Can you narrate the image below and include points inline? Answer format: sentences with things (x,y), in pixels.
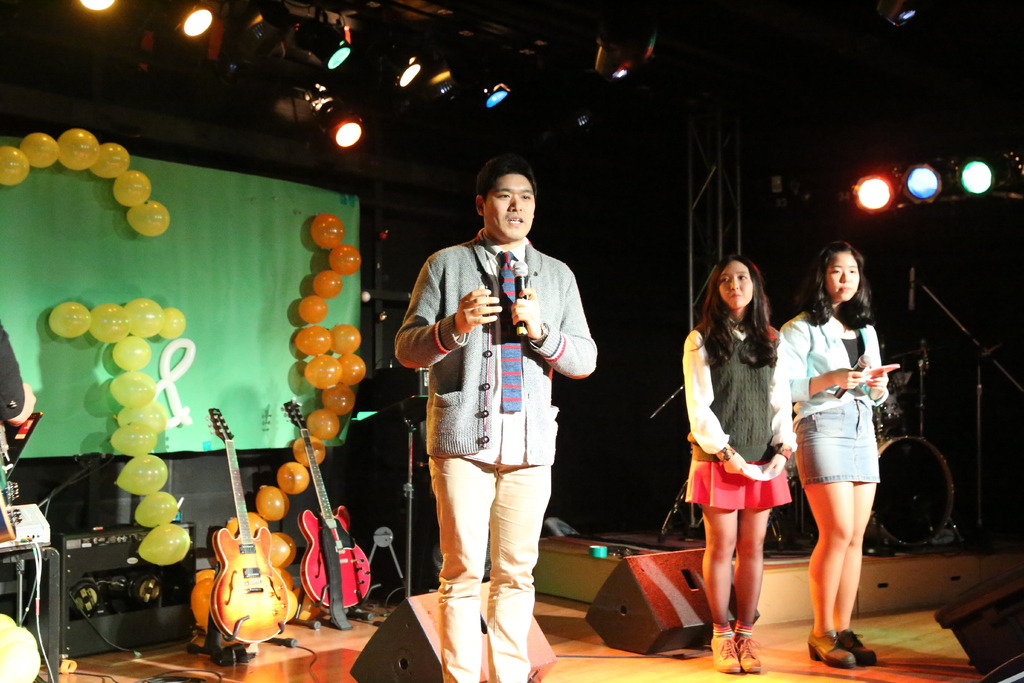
In the center of the image (519,334) there is a person (506,400) who is standing on a stage (662,677) and he is speaking something on a mic (518,269). On the right (746,415) there are two women (829,417) standing beside the speakers (635,596). This woman (735,443) looking to a man (496,457). On the top right (864,193) there is a light (977,186). On left (86,219) there is a banner (95,351) which is attached by balloons (95,157). There are yellow balloon (156,481) and orange balloon (348,378). Here it's a guitar (323,574). On bottom left corner (112,574) there is a musical instrument (96,593).
